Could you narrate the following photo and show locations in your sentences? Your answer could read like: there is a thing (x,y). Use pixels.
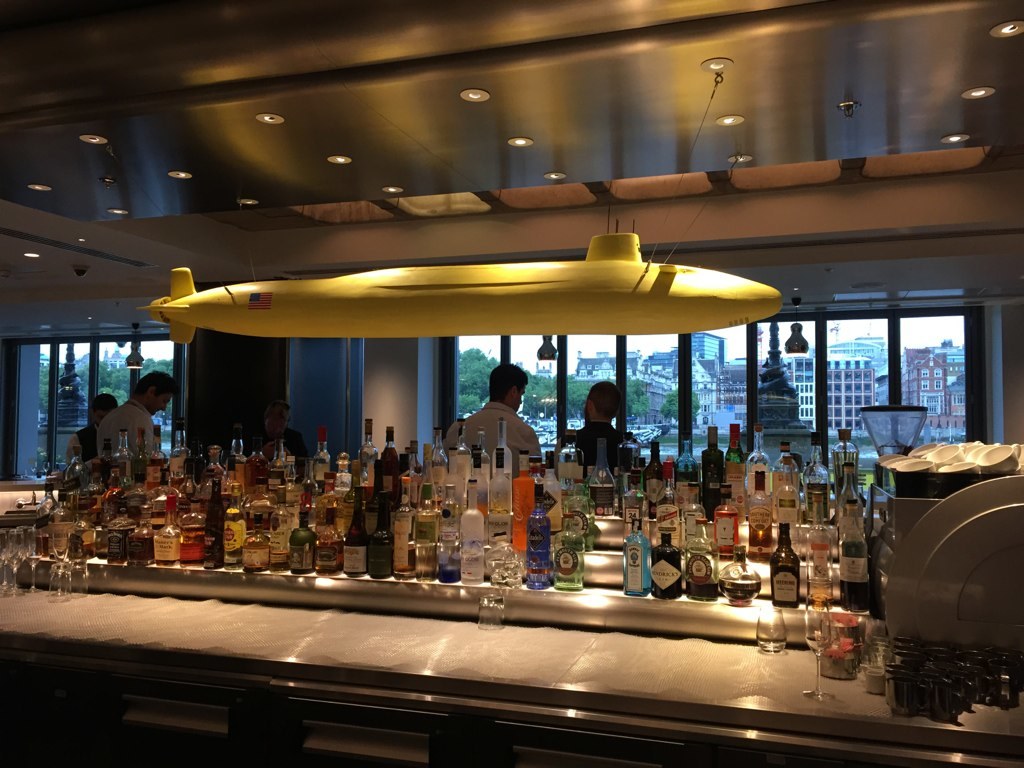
In this image I can see few bottles (256,452) on the rack (800,620). The bottles (261,481) are in multi color, background (276,411) I can see five persons (163,397) standing, glass windows (569,401), trees (544,387) in green color and sky (514,353) in white color.
